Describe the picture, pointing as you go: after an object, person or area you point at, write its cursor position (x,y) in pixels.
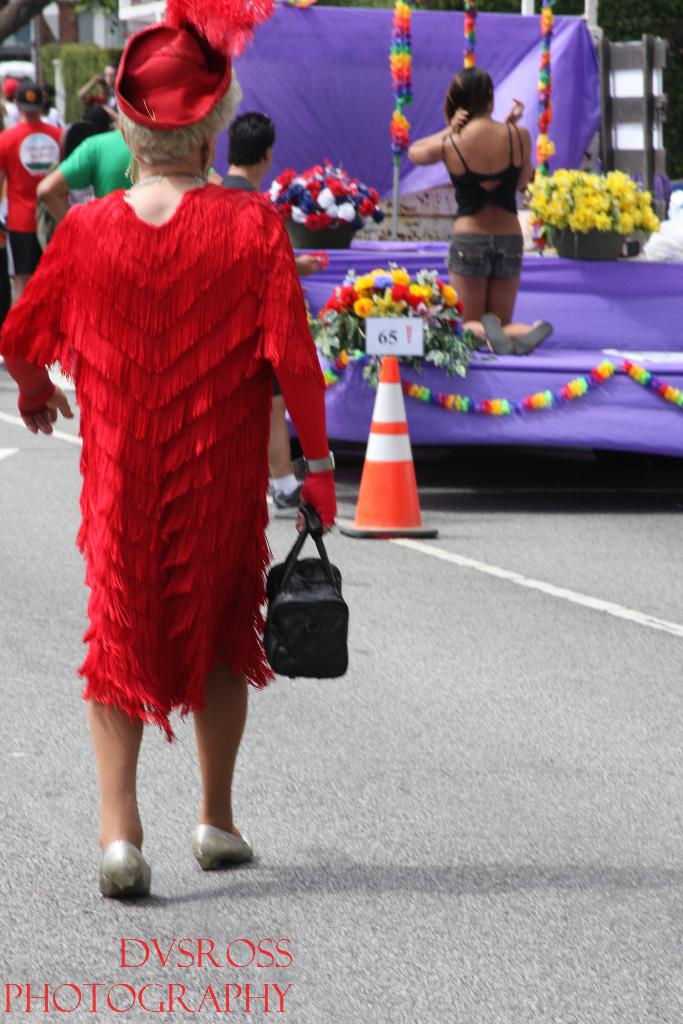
In the image we can see one woman (187,331) standing and holding hand bag (283,614) and she is wearing red color dress (153,445). In the background (287,193) there is a sheet (610,263), plant (612,206), decorative items (612,193) and few persons (490,241) were standing.
